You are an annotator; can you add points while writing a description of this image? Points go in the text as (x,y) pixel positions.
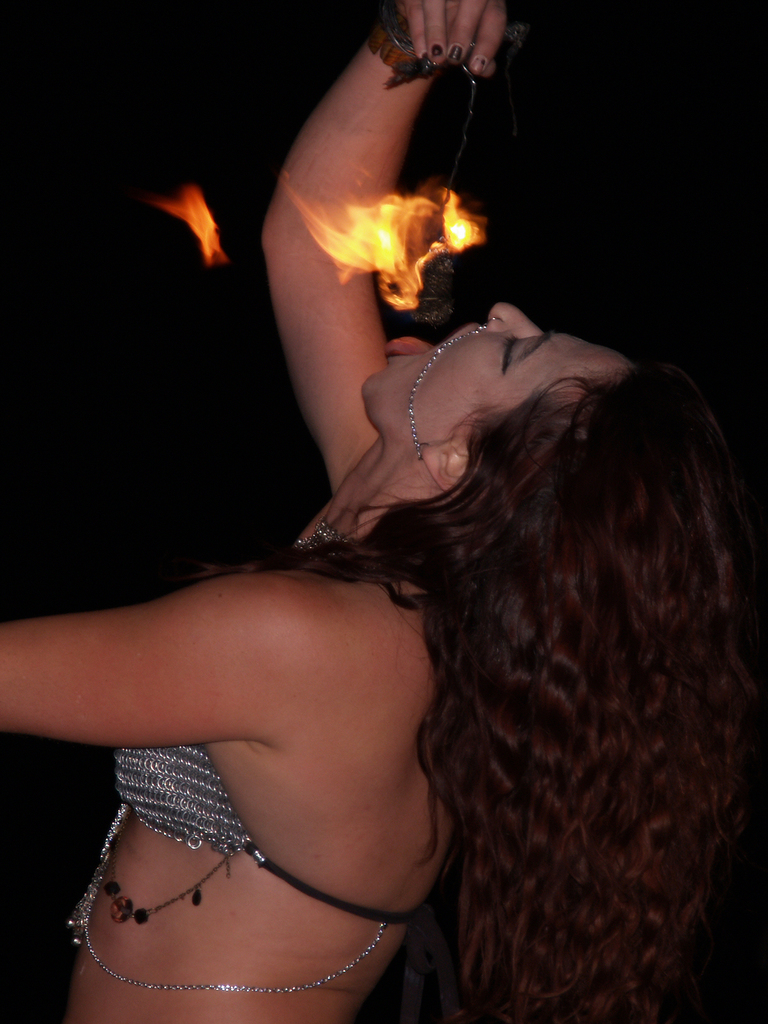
Here in this picture we can see a woman (124,635) standing over a place and she is trying to eat something present in her hand (481,50) that is on fire (416,264).
